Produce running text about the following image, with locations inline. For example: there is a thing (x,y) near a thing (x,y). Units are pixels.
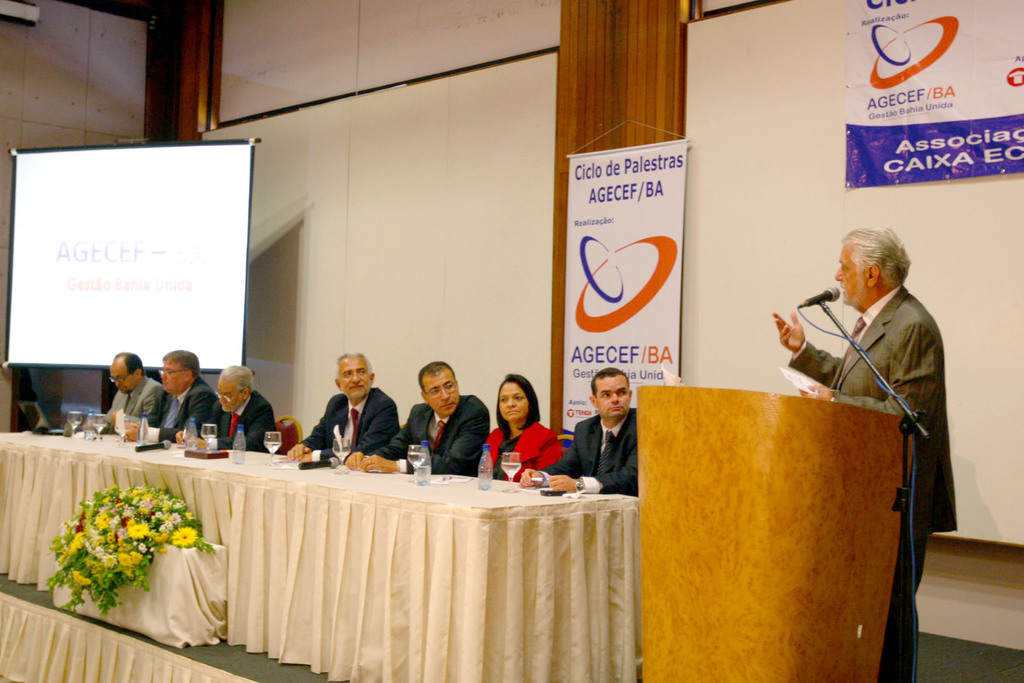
This picture shows a group of people (613,396) seated on the chairs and glasses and water bottles (421,464) on the table (16,518) and we see a man (807,356) standing at a podium (682,644) and speaking with the help of a microphone (904,472) and we see some Hoardings (1012,157) on his back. and we see a projector screen (207,361) on the left (219,364).
